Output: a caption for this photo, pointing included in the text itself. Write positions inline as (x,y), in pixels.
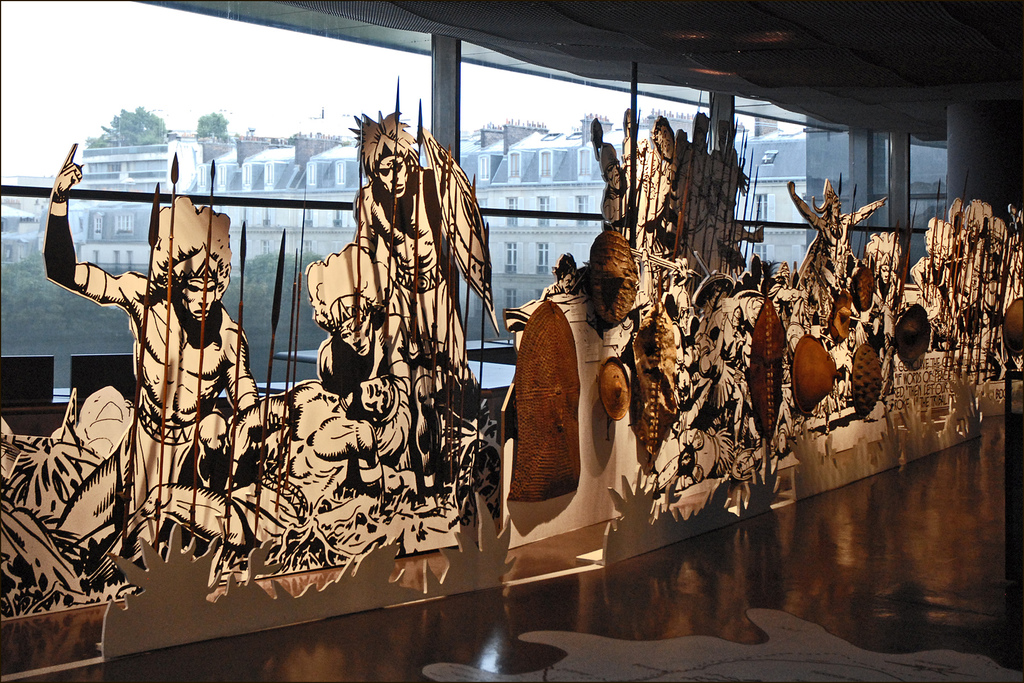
In this image we can see, there are many types of cartoon character (587,334) placed one after the other on the floor (944,515), and at the back (568,218) we can see the glass windows (479,126).
